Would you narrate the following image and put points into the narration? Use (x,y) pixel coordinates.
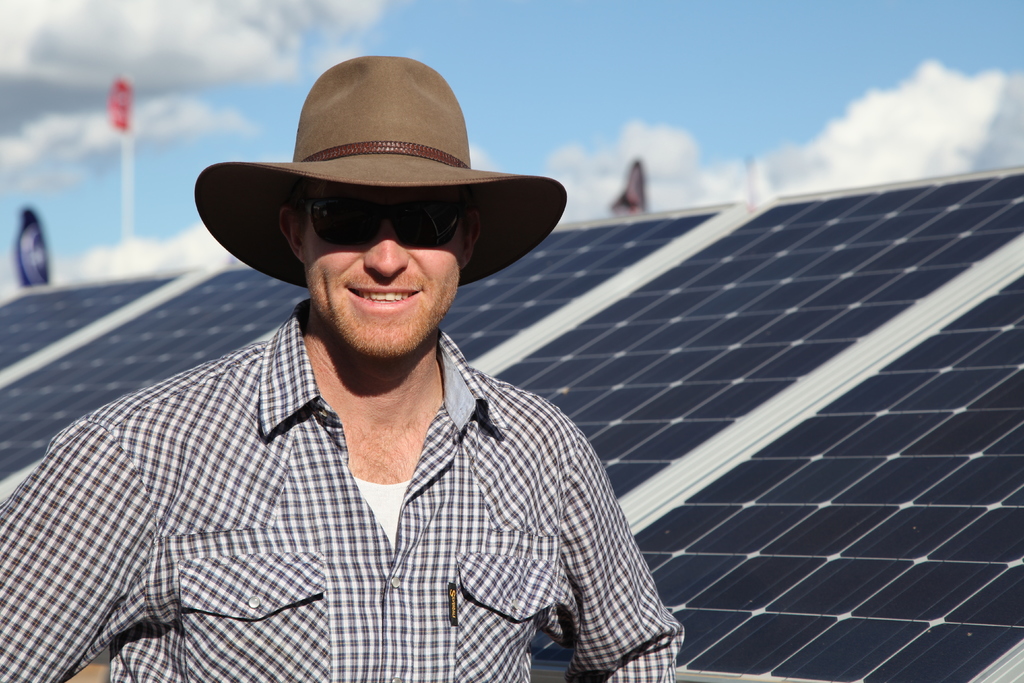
In the picture we can see a man (680,633) standing and wearing a shirt (300,594) and a hat (454,107) and goggles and behind him we can see solar panels (884,229) and on top of it, we can see a pole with board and in the background (204,9) we can see the sky (204,9) with clouds (204,9).
